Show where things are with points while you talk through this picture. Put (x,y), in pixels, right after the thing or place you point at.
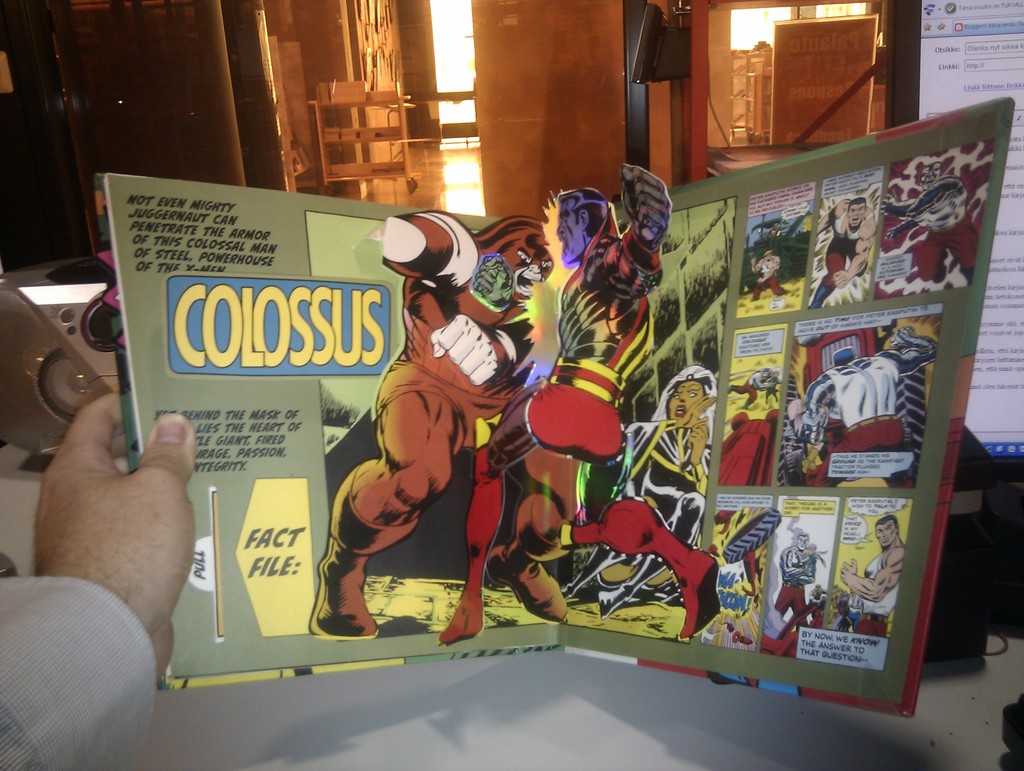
In this image, at the bottom (145,584) there is a person hand (127,587), holding a book (619,515) on that there are cartoons (564,393) and text (281,304). In the background (971,43) there is a monitor (985,86), screen (1012,61), machine (74,374), building (699,27), windows (734,18), objects (653,64) and a wall (527,107).
